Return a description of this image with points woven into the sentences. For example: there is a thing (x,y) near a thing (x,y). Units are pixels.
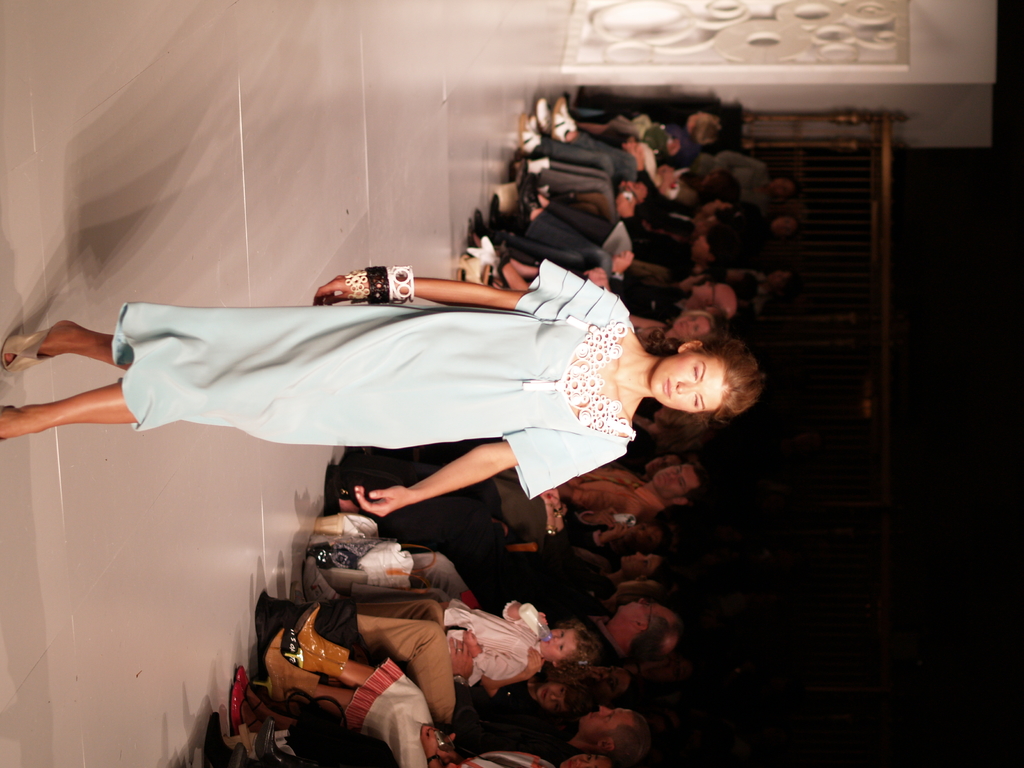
There is a girl (523,397) in the center of the image (516,377) and people (750,205) sitting on the chairs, it seems like a door (775,51) and a metal gate (781,137) on the right side (888,137).
